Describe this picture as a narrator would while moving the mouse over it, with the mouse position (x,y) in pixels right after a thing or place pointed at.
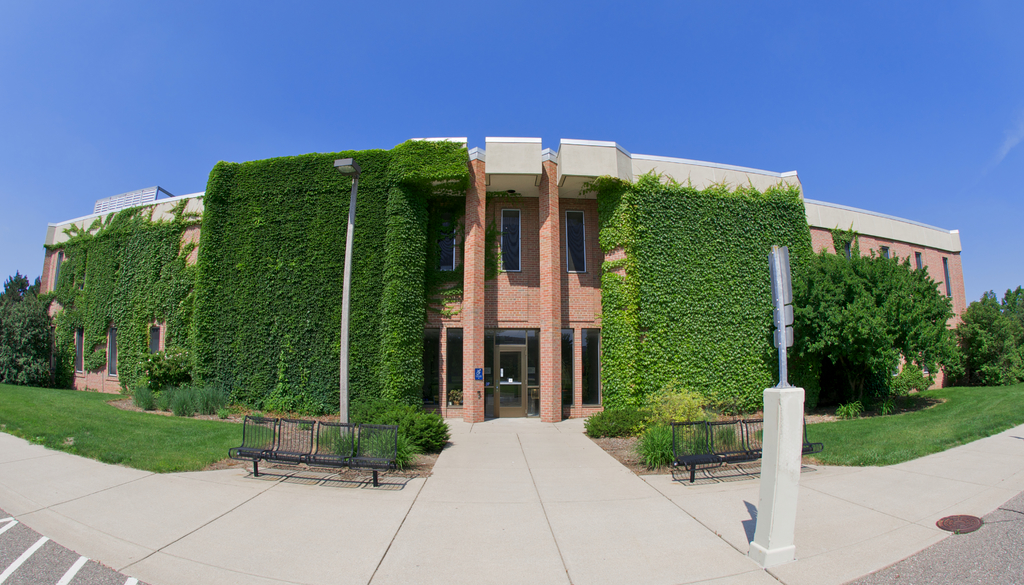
This is an outside view. Here I can see a building (566,311). The walls (133,268) are covered with some creeper plants (261,289). On the right (997,371) and left side of the image (24,319) I can see the trees (18,351). At the bottom of the image (771,434) there is a pillar (774,447) on the road (681,528), beside the road (101,512) I can see the grass (135,438) and also there is a bench (336,450). On the top of the image (539,92) I can see the sky (385,90).
